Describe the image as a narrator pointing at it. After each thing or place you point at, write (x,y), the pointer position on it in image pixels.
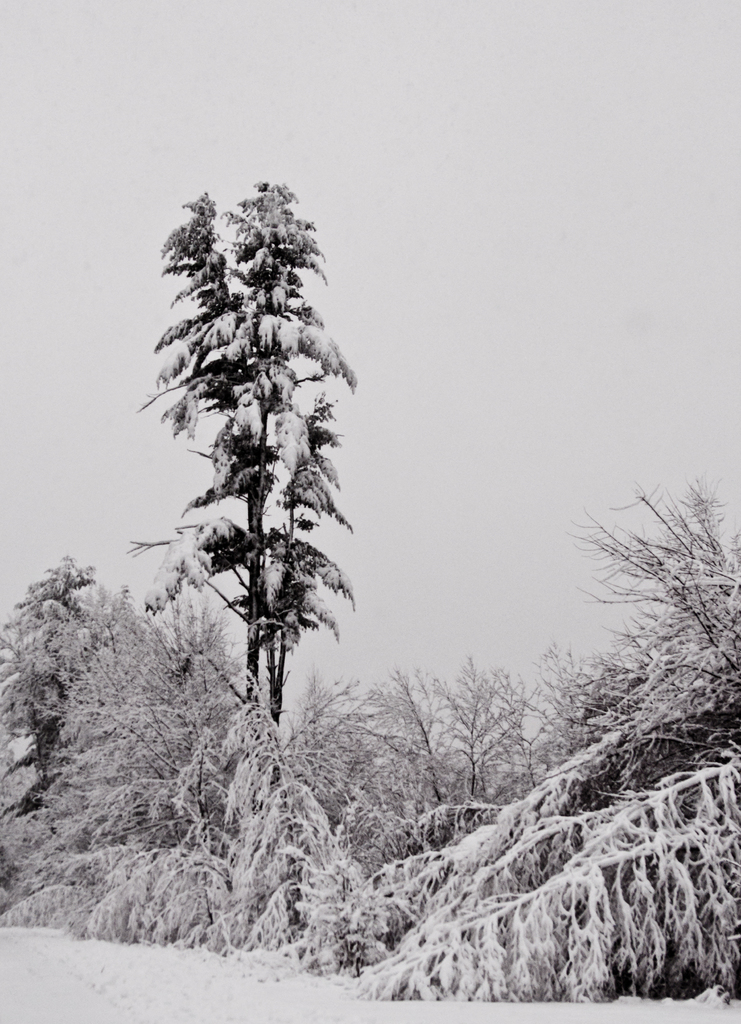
In this image I can see at the bottom (668,1014) it looks like the snow (273,953), in the middle (288,346) there are trees (407,764). At the top (496,178) there is the sky (496,178), this image is in black and white color.
